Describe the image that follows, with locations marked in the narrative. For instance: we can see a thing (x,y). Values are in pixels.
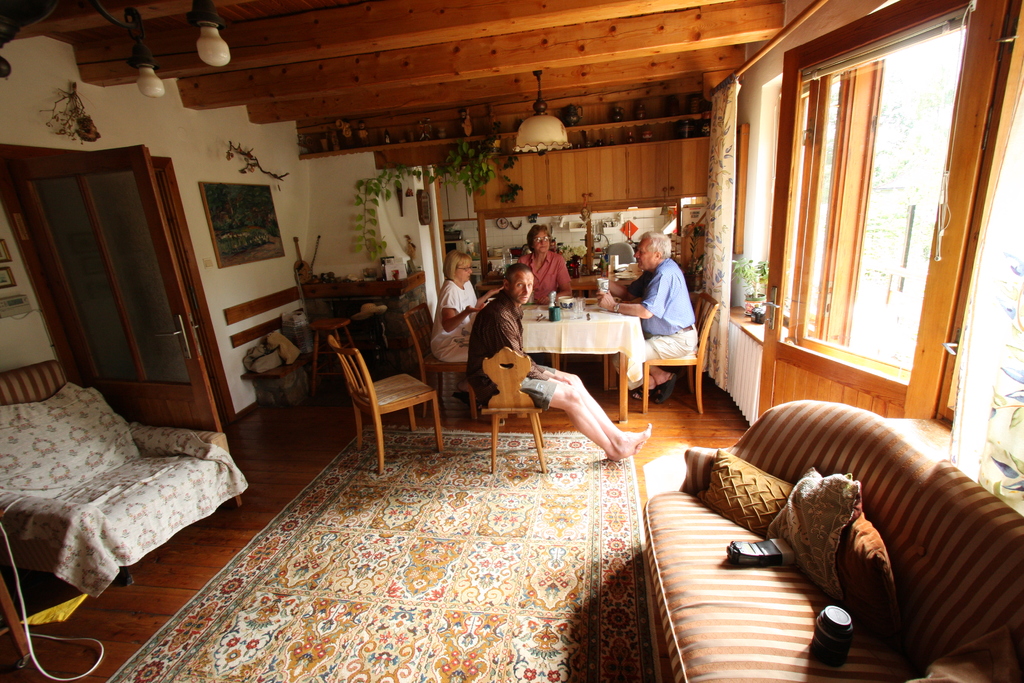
In this image there are four person (568,384) sitting on the chair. There is a couch pillow (723,479). On the table (563,353) there is a glass (575,309).
